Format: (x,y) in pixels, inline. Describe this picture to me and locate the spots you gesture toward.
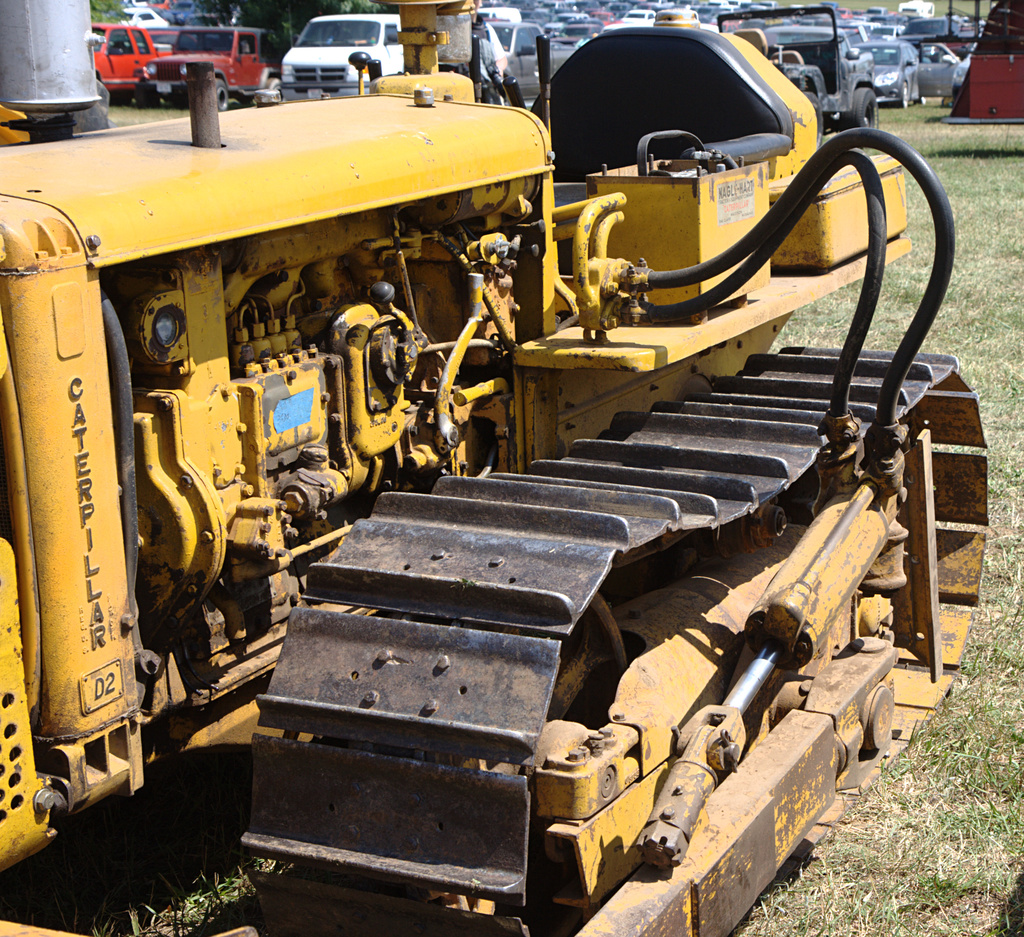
In this image I can see an open grass ground (815,316) and on it I can see number of vehicles (531,449). On the top left side of this image (255,4) I can see few trees (113,15).
